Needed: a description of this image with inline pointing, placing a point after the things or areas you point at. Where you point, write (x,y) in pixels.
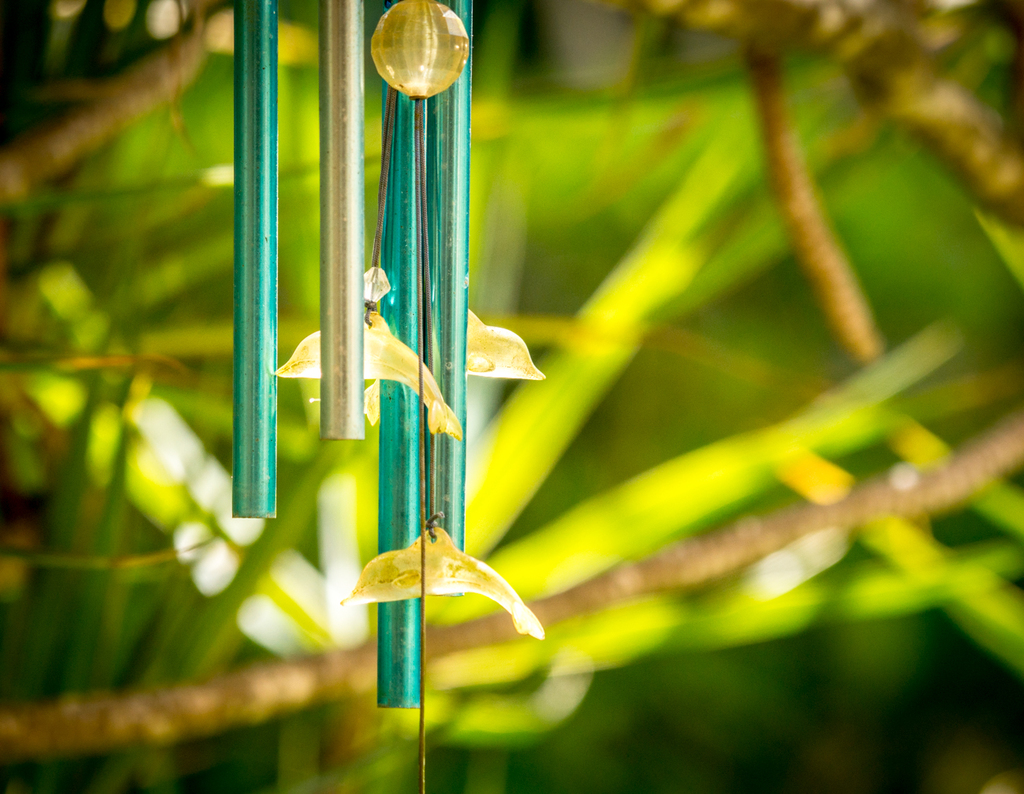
On the left side (251,38), there is wind chime (433,86) which is having green and silver color pipe pieces (402,419), toy fishes (396,340) and a bead (447,29) connected to the threads (387,121). And the background (42,343) is blurred.
